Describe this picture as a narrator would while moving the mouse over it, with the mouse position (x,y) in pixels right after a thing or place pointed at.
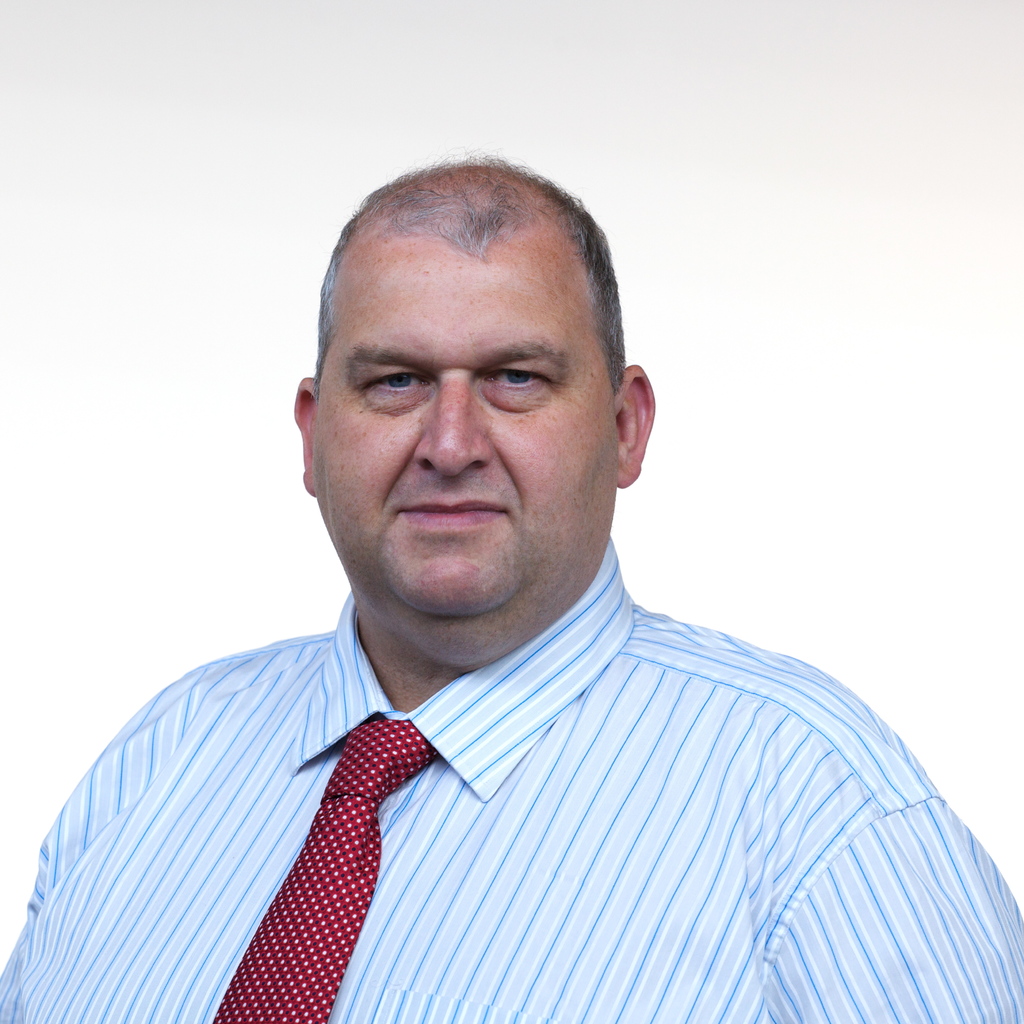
In the middle of the image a person (131,947) is standing and smiling. Behind him we can see a wall (258,49).
